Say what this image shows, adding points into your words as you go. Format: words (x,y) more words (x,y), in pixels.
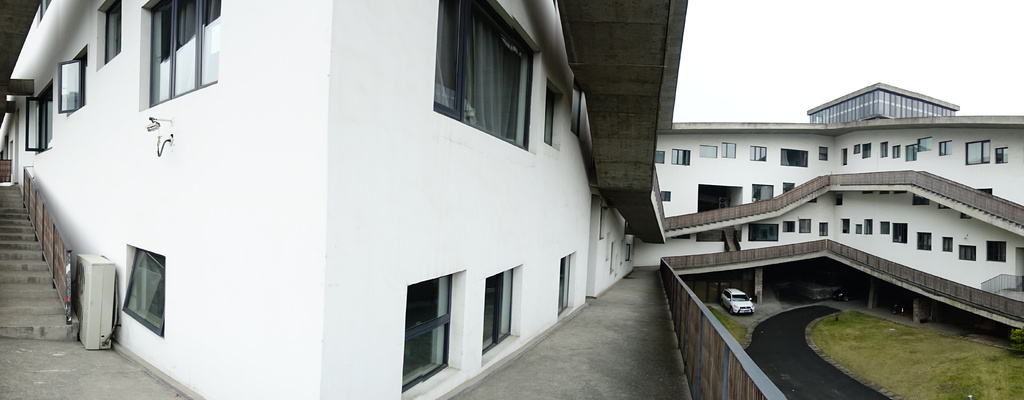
In this picture I can see a building (451,206) with windows (765,226), there are stairs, there are vehicles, there is grass (867,322), and in the background (825,51) there is the sky (803,41).
